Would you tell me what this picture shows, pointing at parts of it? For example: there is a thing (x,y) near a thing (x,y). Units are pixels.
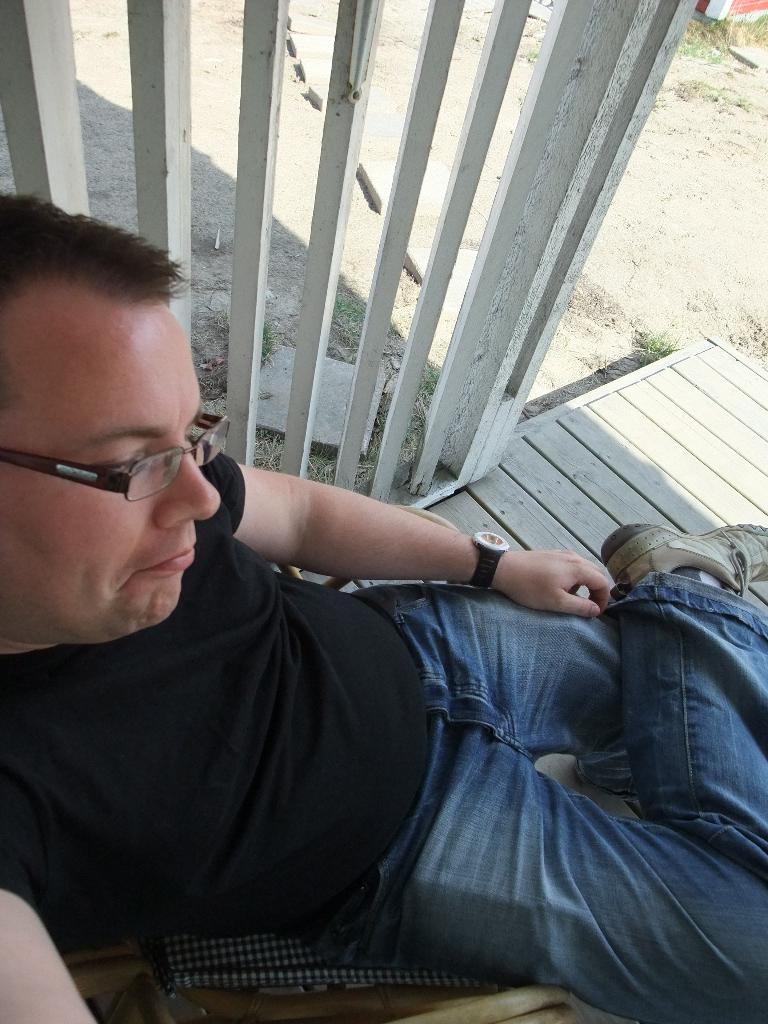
In this picture, we see a man (130,623) in the black T-shirt (257,722) and the blue jeans (459,652) is sitting on the chair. He is wearing the spectacles (106,470). Beside him, we see the wooden fence (256,165). In the middle (497,468), we see a wooden floor (751,449). In the right top (679,307), we see the soil (656,247) and the grass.
